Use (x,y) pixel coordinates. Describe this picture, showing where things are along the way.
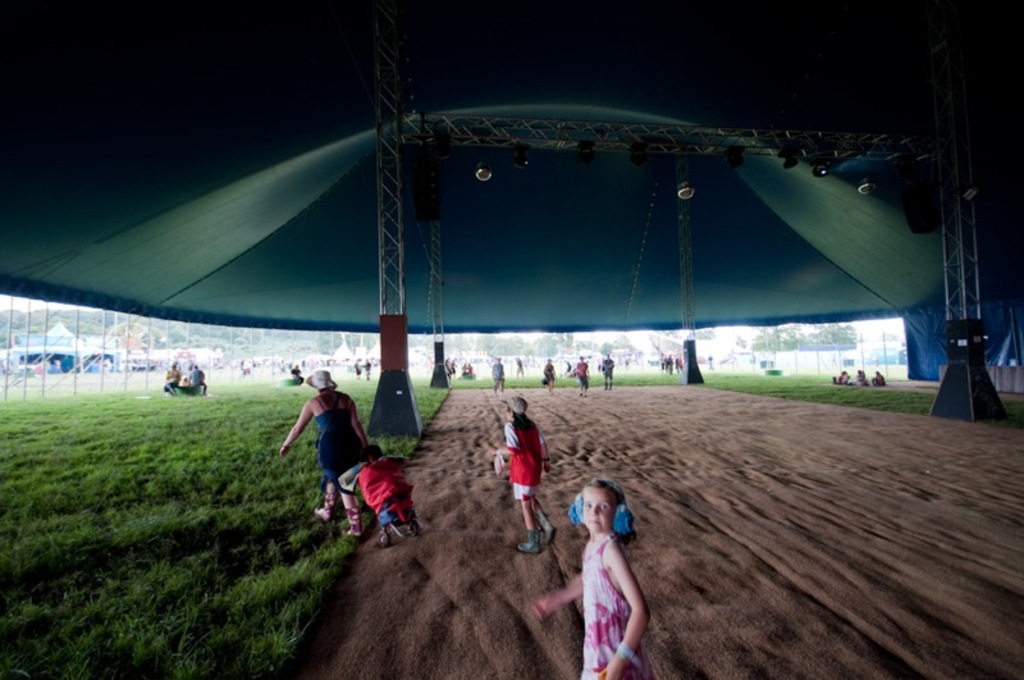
In this picture we can see a group of people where some are sitting and some are standing on the ground (266,600), fence (78,330), pillars (964,288), tents (534,318) and in the background (191,324) we can see trees (844,335).
